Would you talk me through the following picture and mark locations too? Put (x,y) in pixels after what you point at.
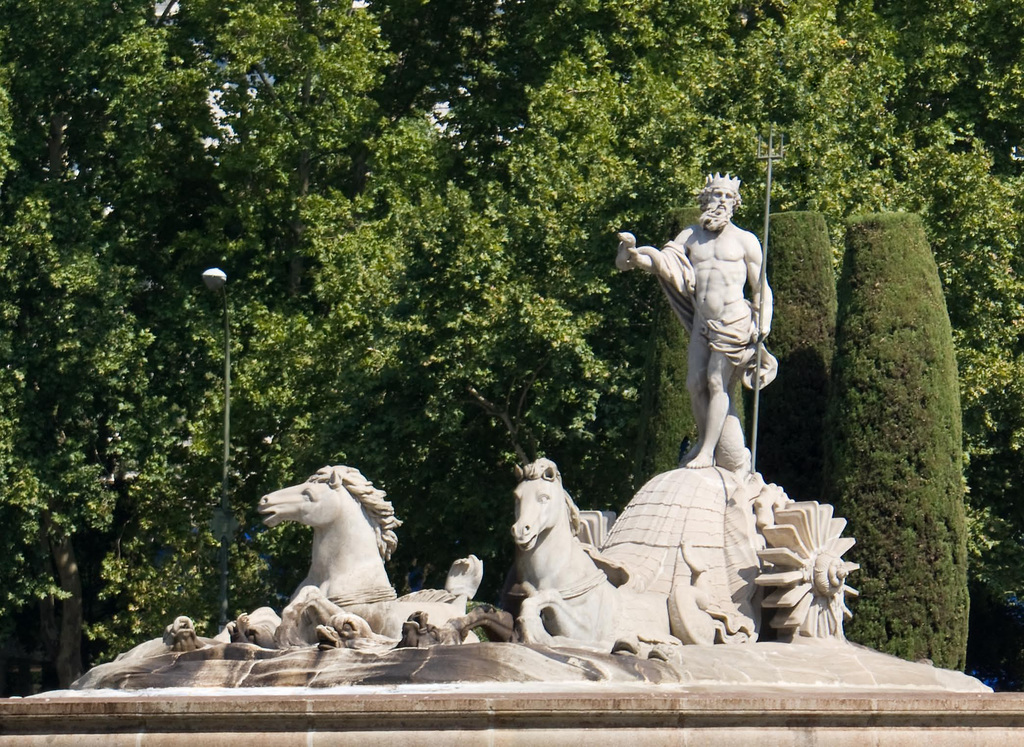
In this image we can see the sculpture (654,598). On the backside (568,361) we can see a group of trees (518,361) and a street pole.
